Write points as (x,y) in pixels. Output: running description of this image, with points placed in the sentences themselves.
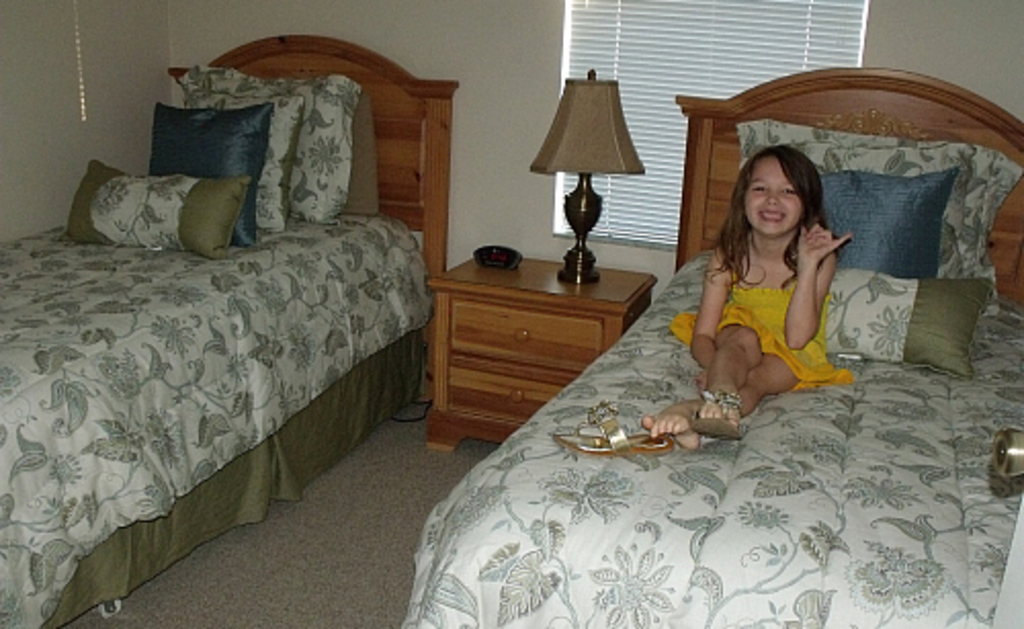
In this image there is a girl (767,314) sitting on right side (886,426) on the bed (903,427) there are four pillows (940,264) on the bed (943,441). In the center (536,301) there is a table (574,297) and a lamp (584,280) is on the table (542,286), at the left side (314,130) there are four pillows (222,178) on the bed (156,312). In the background (733,39) there is a window (707,46).
